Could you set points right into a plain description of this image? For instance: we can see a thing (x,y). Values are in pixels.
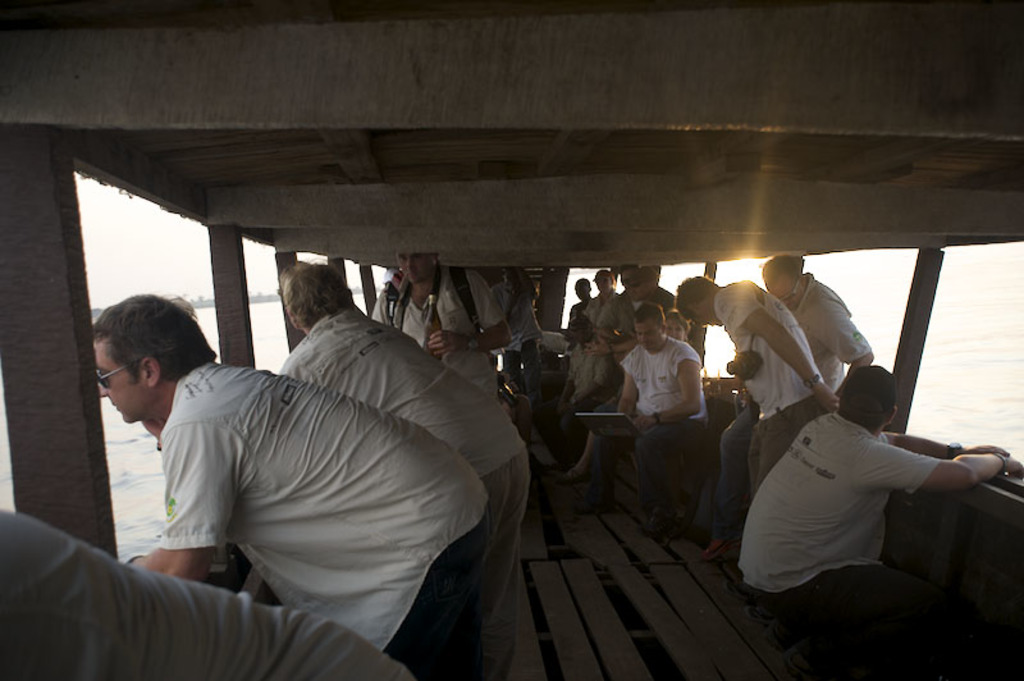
This picture is taken inside a boat (725,627). Few persons (373,608) are inside the boat (702,576). A person (445,332) wearing a white T-shirt (487,315) is holding a bottle (429,326) in his hand (459,340). Background (865,320) there is water (868,339). Right side (751,267) there is sky (126,240) having sun (732,265).
